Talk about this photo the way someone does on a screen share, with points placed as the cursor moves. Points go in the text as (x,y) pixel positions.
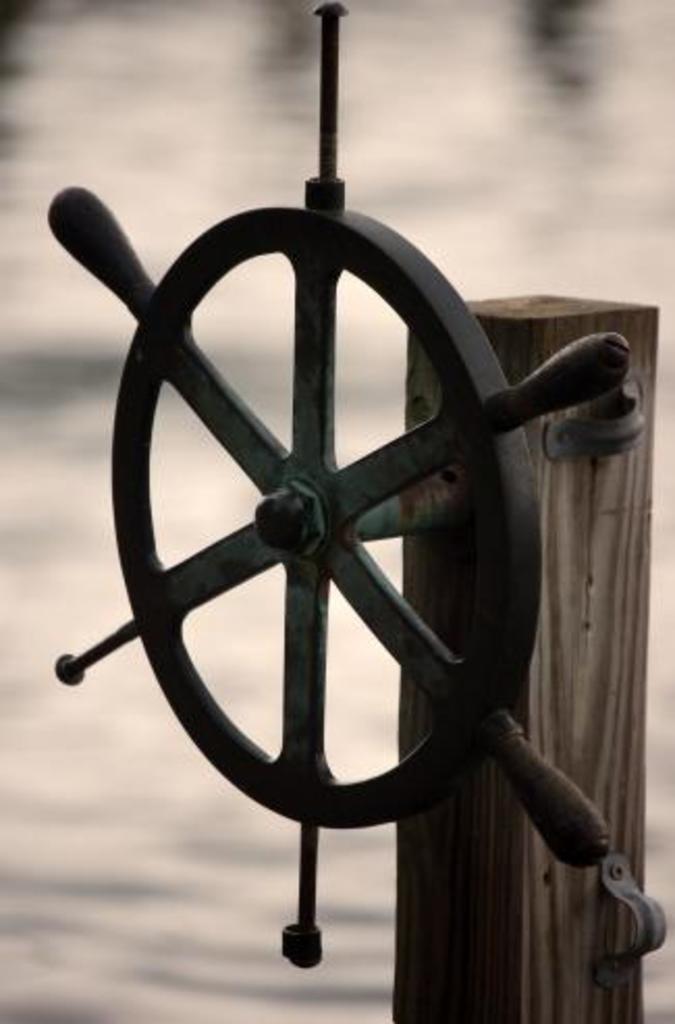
In this picture we can observe a black color steering wheel (500,612) fixed to the wooden pole (560,602). In the background (225,129) we can observe water (147,169).
